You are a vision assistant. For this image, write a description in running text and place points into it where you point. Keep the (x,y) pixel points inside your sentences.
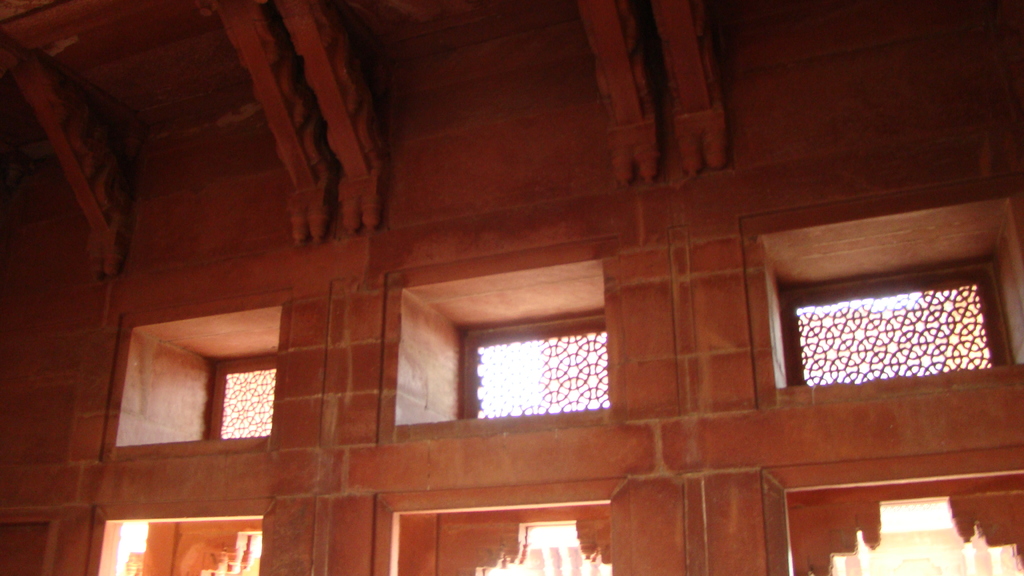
In the image I can see designed stone lattice windows (524,374).
